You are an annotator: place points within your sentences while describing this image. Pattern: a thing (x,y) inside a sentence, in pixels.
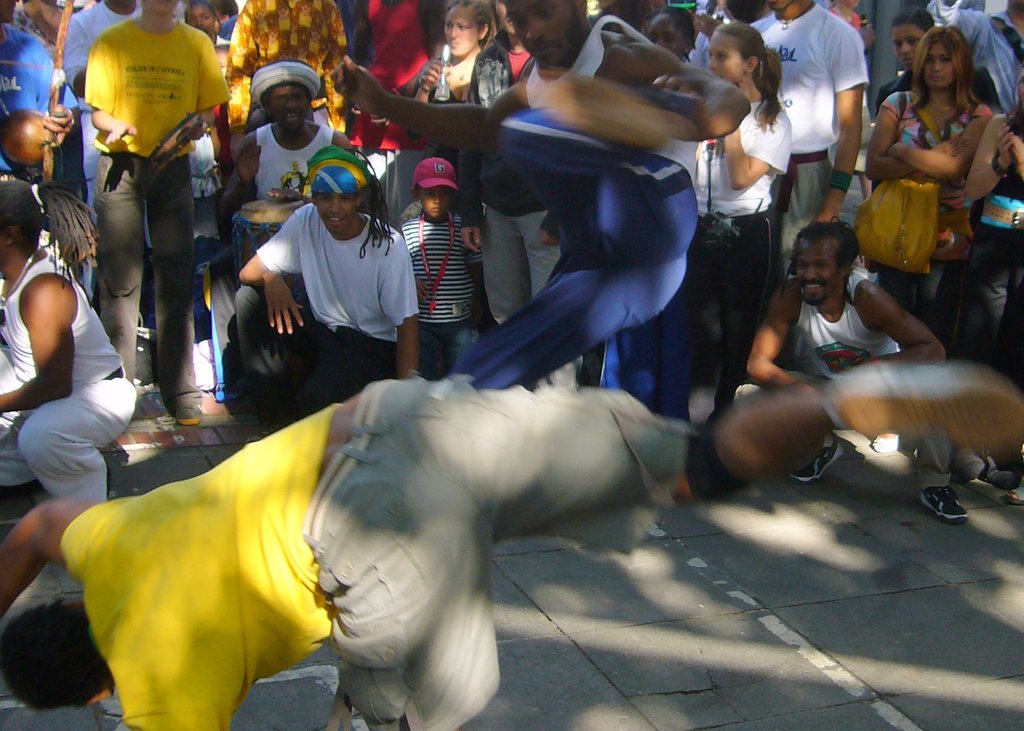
In this image, we can see some people (932,158) standing, there are two persons (430,489) dancing.
